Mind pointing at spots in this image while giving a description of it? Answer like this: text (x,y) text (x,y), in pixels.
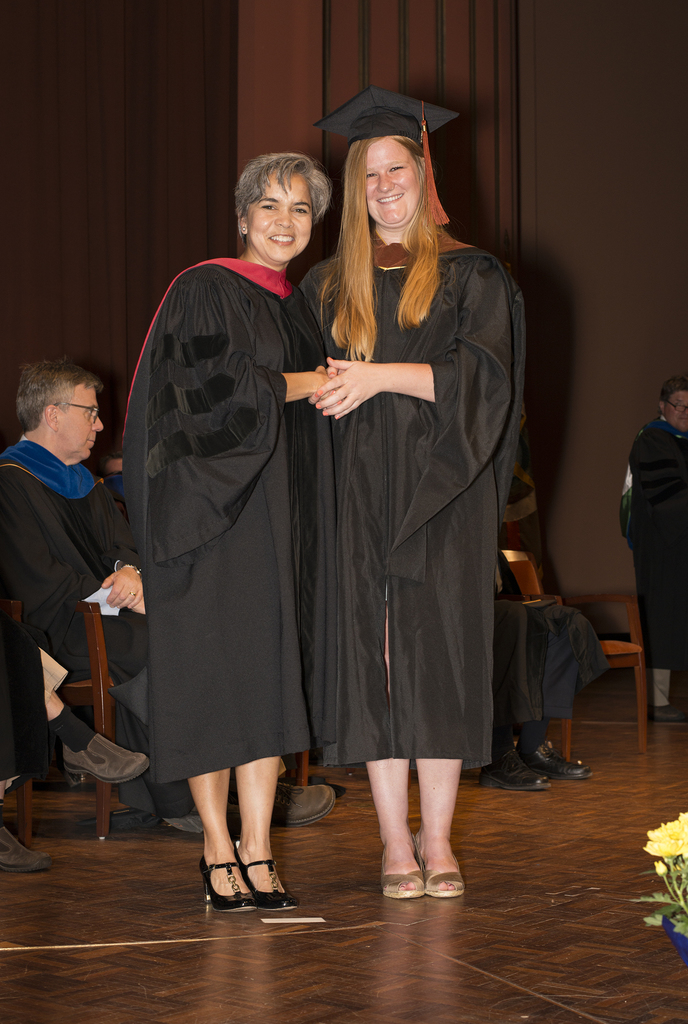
In this given picture, I can see two women's (441,822) standing next to each other and shaking hands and behind this two people (268,390), I can see other person (80,433), Who is sitting and i can see a floor (629,854) after that i can see a flower (666,829) and behind this people (265,382), I can see a curtain (253,62) a brown color curtain (473,121).
